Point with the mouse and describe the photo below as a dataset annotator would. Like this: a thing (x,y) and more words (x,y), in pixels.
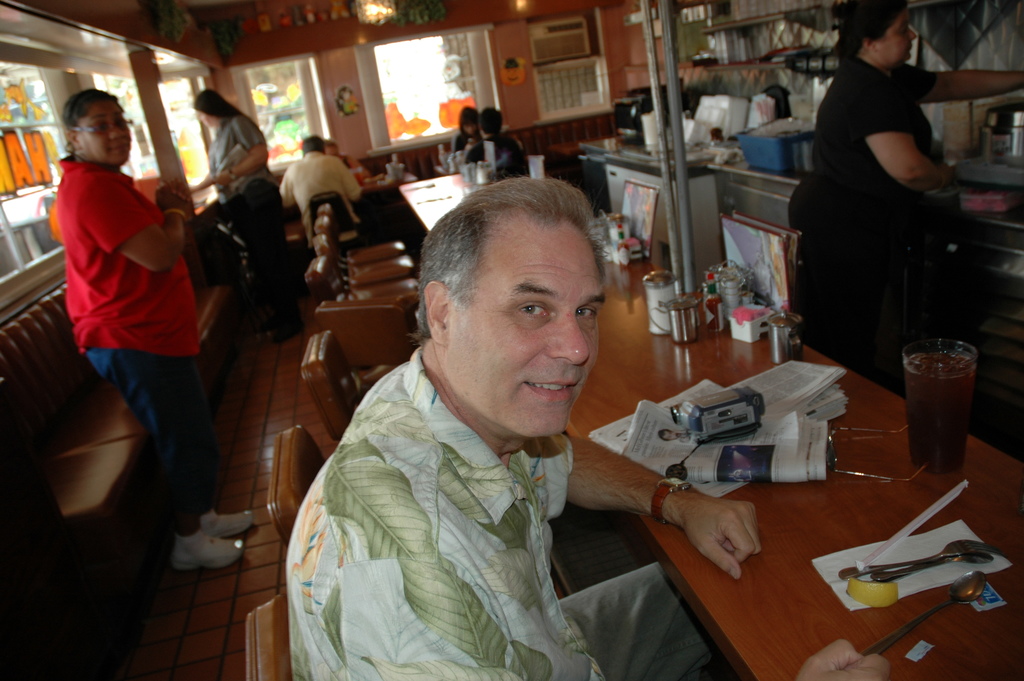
This is an inside view picture. Here we can see a man (454,333) sitting on a chair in front of a table (703,354) and on the table (880,609) we can see spoons (910,630), glass (938,394) with a drink (944,447) in, newspapers (779,452). We can see persons (263,179) standing here. This is a window (406,68). Through window glass (427,75) outside view is visible.
